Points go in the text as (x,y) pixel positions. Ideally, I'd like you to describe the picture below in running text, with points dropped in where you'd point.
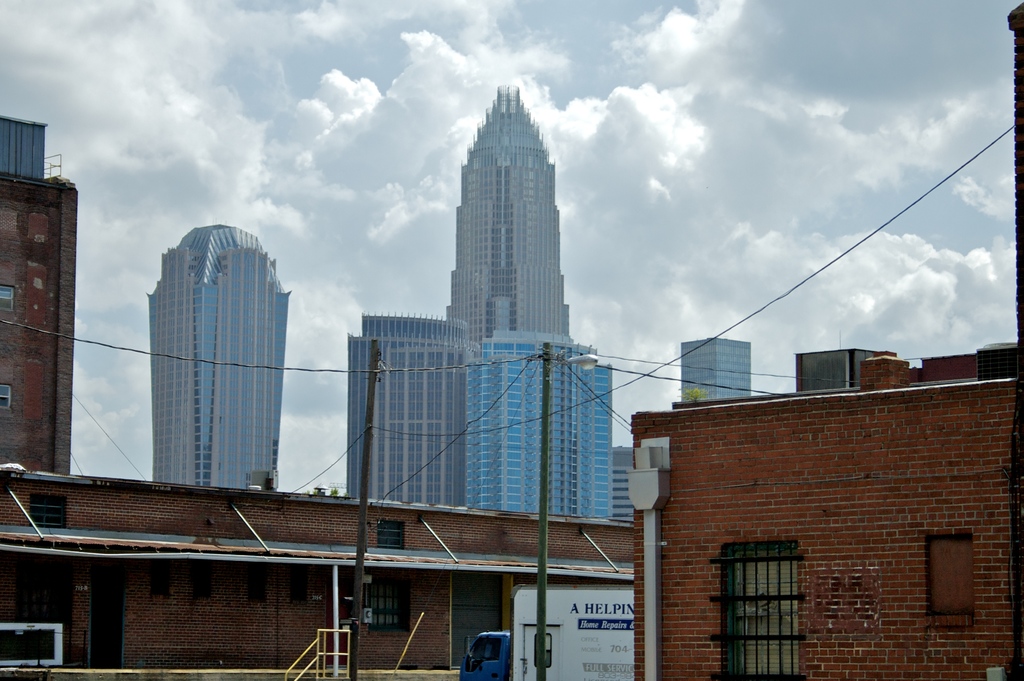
In this image I can see number of buildings (458,448) and in the front (595,395) I can see few poles (357,586), few wires (357,371), a light (582,364) and on the bottom side (595,613) I can see a vehicle (584,605). In the background (876,208) I can see clouds (587,216) and the sky (657,168).
